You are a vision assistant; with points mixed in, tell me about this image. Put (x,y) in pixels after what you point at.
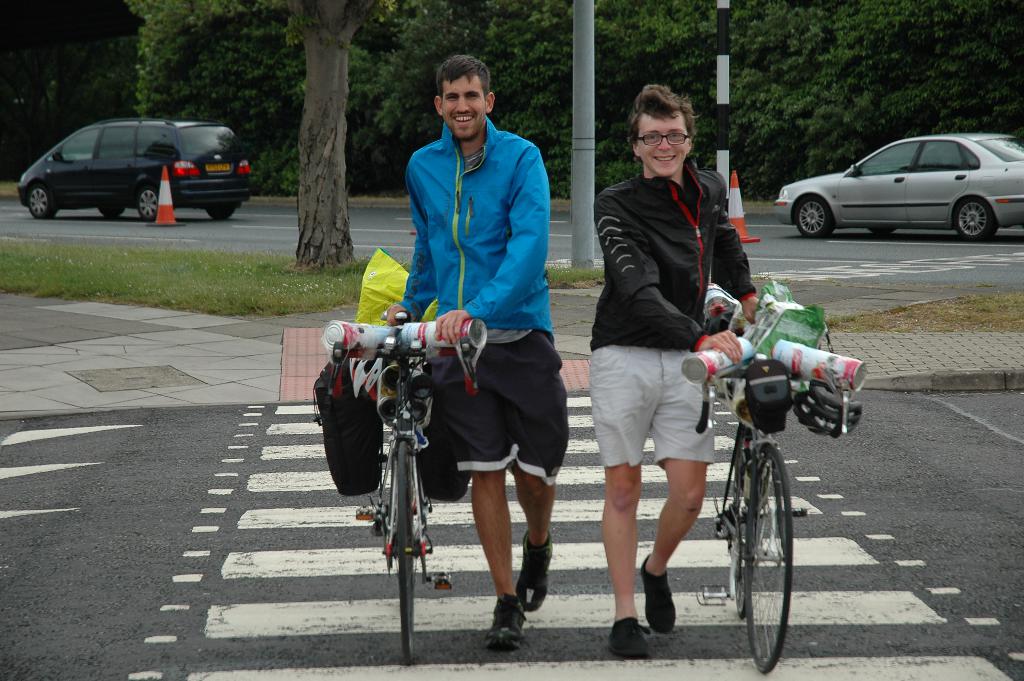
In the image we can see there are two men (643,313) who are standing and holding bicycles (410,572) in their hand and on the bicycles (745,585) there are bottles (470,339) which are kept and there are bags (424,487) which are carried by the bicycle (409,478). On the other side cars (97,128) which are parked on the road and there are lot of trees (502,80) at the back (502,80).
